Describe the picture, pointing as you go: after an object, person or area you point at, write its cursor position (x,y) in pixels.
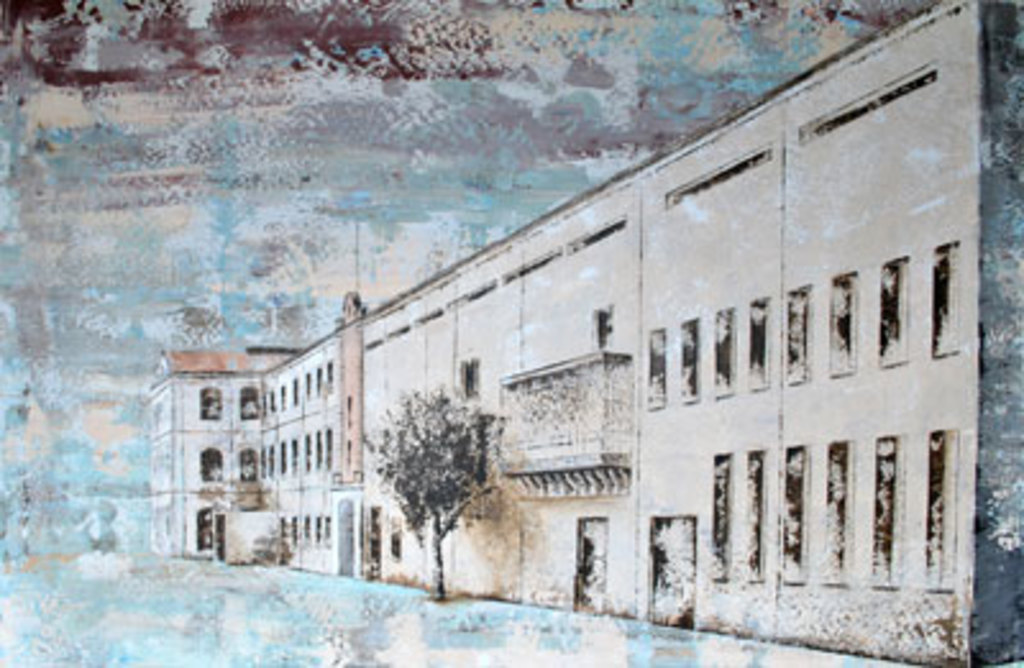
In this picture we can see a tree (405,466) and a building (953,151).
